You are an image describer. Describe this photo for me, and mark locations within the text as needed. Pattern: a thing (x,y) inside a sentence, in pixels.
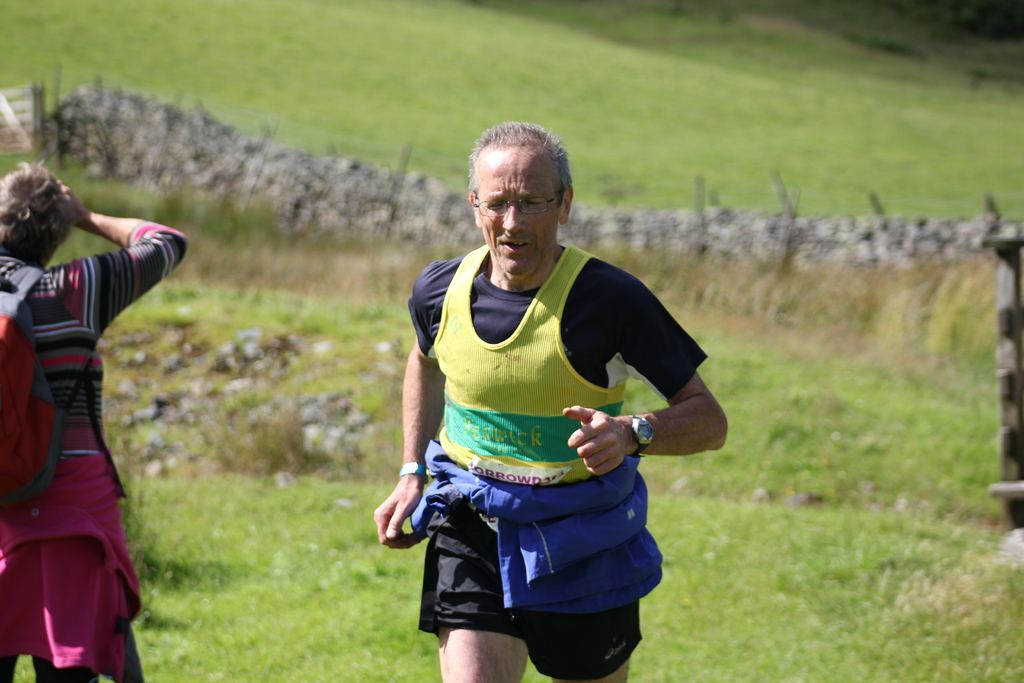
In the left bottom (111,623), a person (135,245) is standing and wearing a red color bag (37,426). In the middle (433,313), a person (455,426) is running. And on both side of the image, grass (775,477) is visible. This image is taken during a sunny day in the ground (579,125).
